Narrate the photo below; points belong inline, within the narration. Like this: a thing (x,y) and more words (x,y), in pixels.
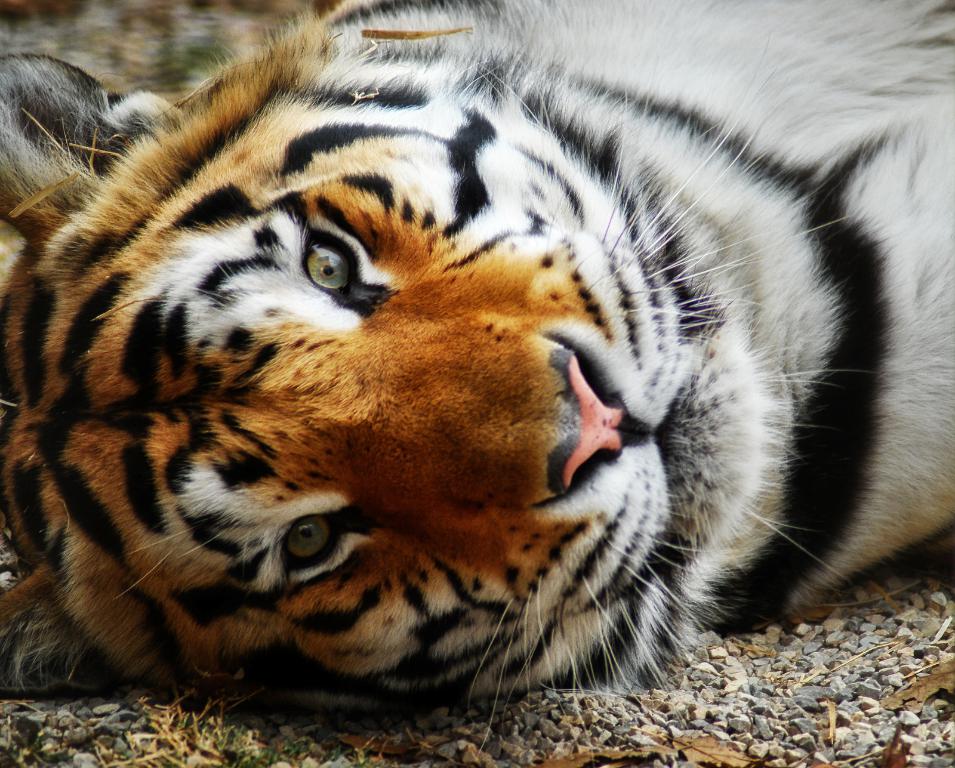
In this image we can see the tiger (482,449) on the ground (761,639), there are stone (717,696), and leaves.
